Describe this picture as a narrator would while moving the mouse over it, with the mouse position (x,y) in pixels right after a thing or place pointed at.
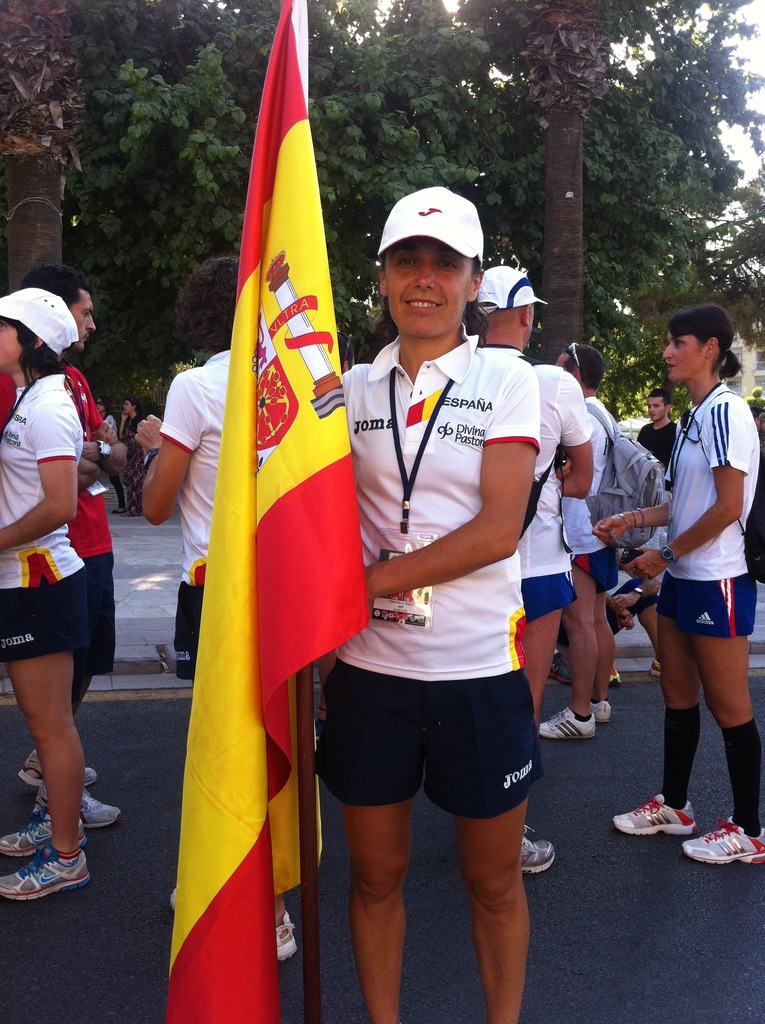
In the image we can see there are people (182,575) standing, wearing clothes (186,650), socks (750,749), shoes (76,865) and some of them are wearing a cap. Here we can see the person (385,553) holding the flag (284,494). Here we can see the trees (381,156), road (579,1002) and the sky (763,132).
